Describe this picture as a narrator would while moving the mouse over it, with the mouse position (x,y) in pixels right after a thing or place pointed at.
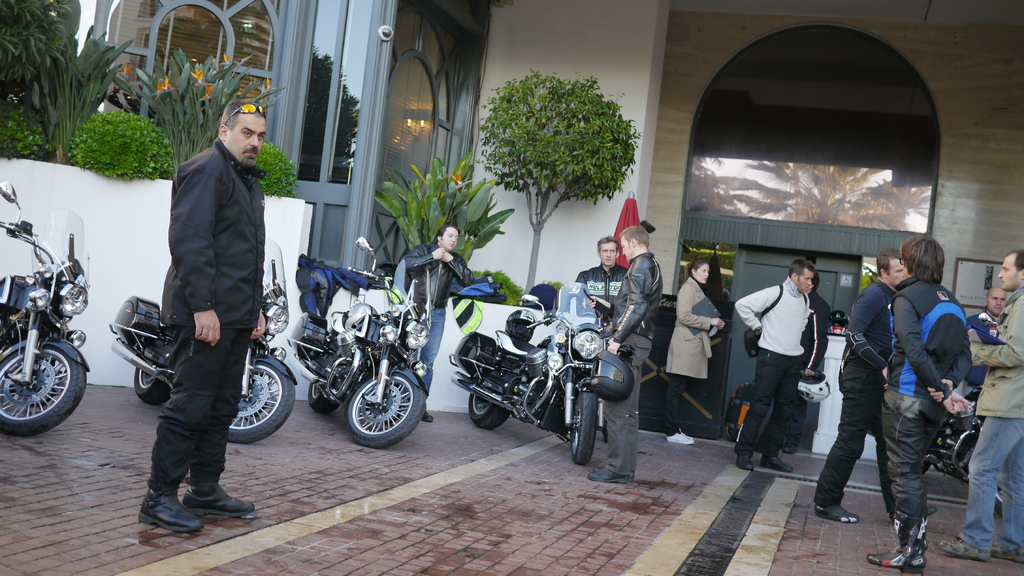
In the image there is a pavement (773,511) and on that there are bikes (54,351) and people (450,232), behind the people (442,248) there are plants (280,190), doors (351,152) and walls (625,40).
